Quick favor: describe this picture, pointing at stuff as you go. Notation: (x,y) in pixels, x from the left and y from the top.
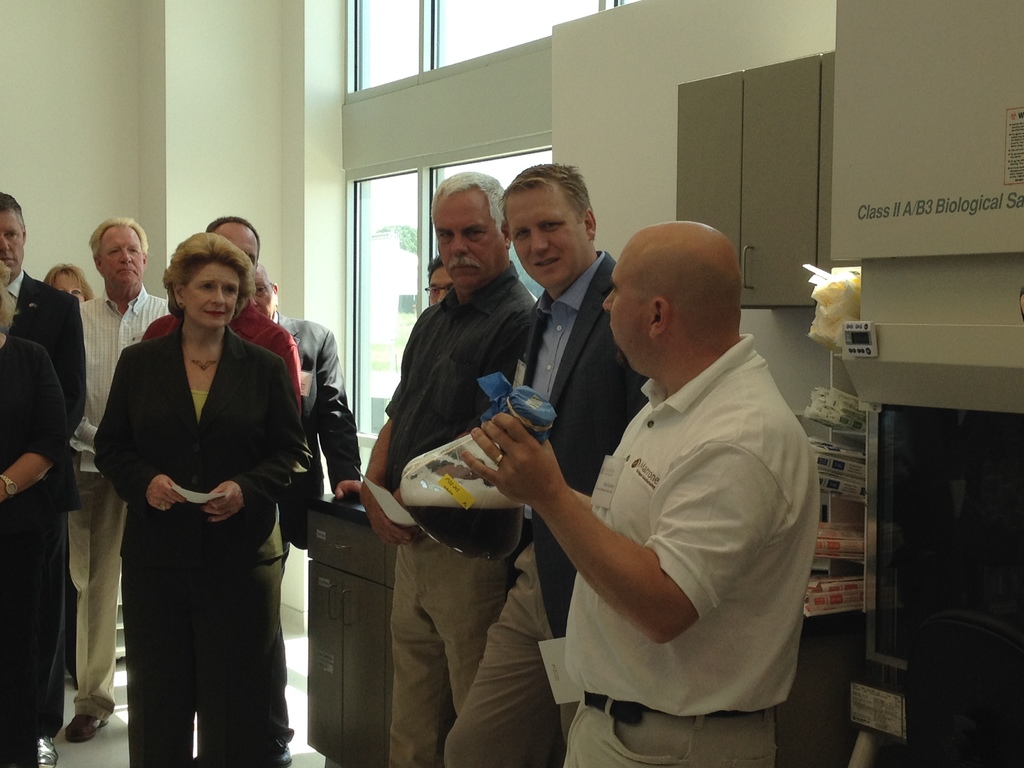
In the picture we can see some people (53,297) are standing on the floor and they are wearing a blazer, shirts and tie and in the background (636,209) we can see a wall (284,247) with a glass window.
